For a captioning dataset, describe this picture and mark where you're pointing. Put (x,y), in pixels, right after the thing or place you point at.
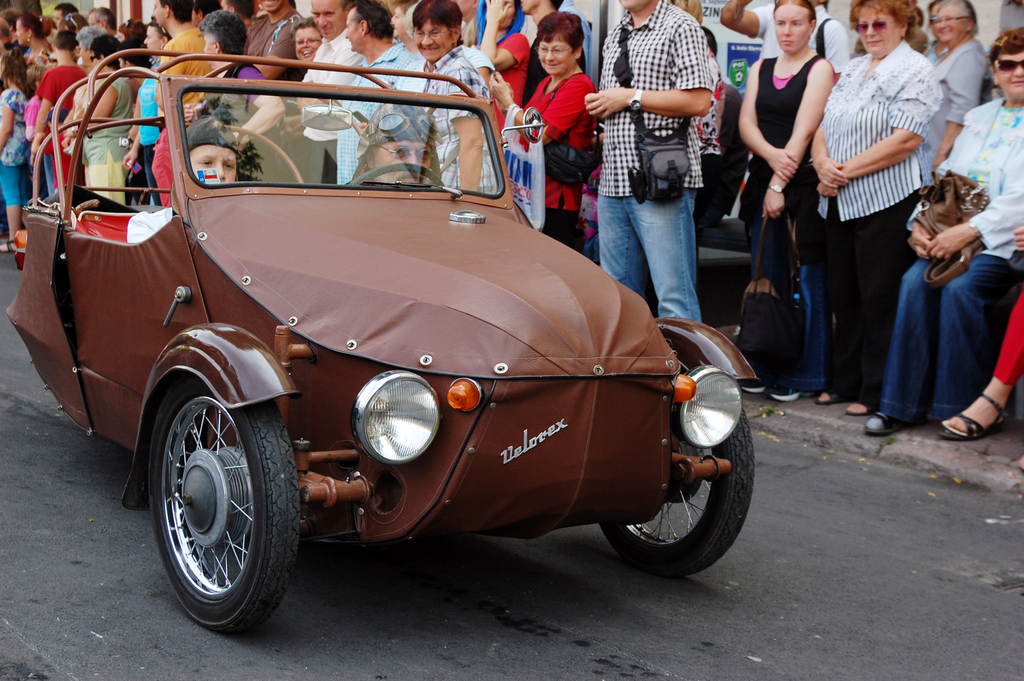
there is a road (9,372) in which people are riding vehicle (262,322) some people (76,99) are watching them.
